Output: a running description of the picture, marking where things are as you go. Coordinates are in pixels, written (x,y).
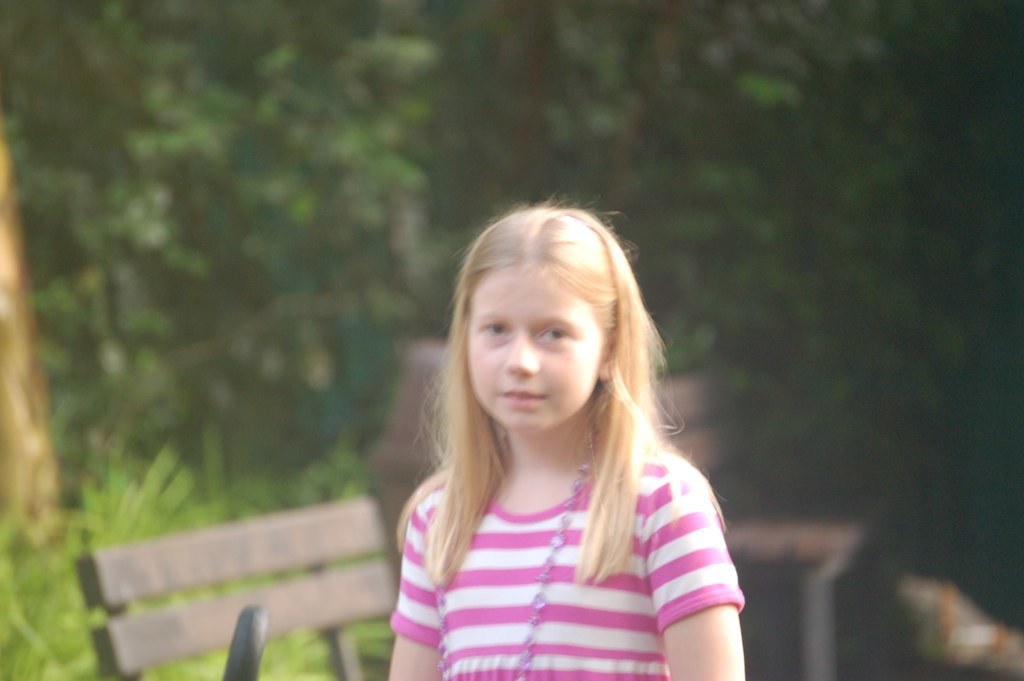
In this image I can see the person (658,632) and the person (660,672) is wearing pink and white color dress (533,580). In the background (293,548) I can see few benches (379,567) and few trees (456,155) in green color.
